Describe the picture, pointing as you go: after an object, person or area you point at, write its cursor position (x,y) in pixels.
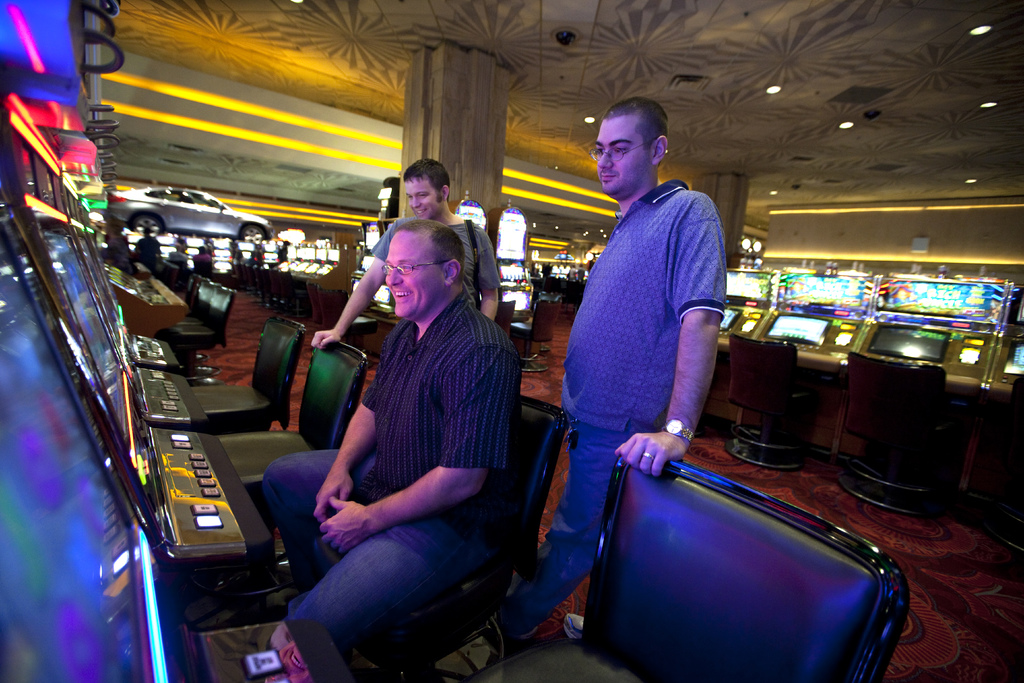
In this image we can see a person (392,462) wearing shirt (385,391) and spectacles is sitting on the chair (524,551) and we can see these two persons (657,305) are standing near the chairs (673,475). Here we can see monitors (117,377), a car (177,204), pillars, a few machines (508,223) over there and lights (186,90) to ceiling (791,102).
